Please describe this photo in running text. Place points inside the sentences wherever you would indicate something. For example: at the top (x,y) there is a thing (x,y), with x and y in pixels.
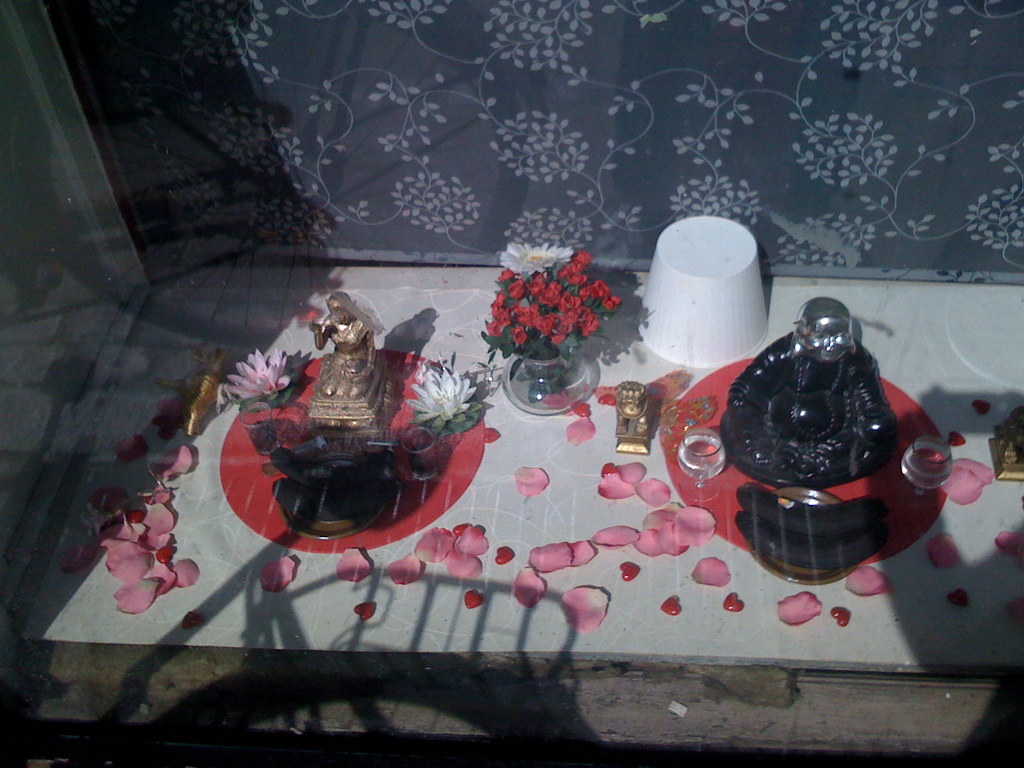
In this image, we can see statues (362,427), flowers (426,419), petals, vases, glasses (696,455) on a sheet (641,573). In the background (347,91), there is a wall (188,176) and we can see some shadows (389,655).
